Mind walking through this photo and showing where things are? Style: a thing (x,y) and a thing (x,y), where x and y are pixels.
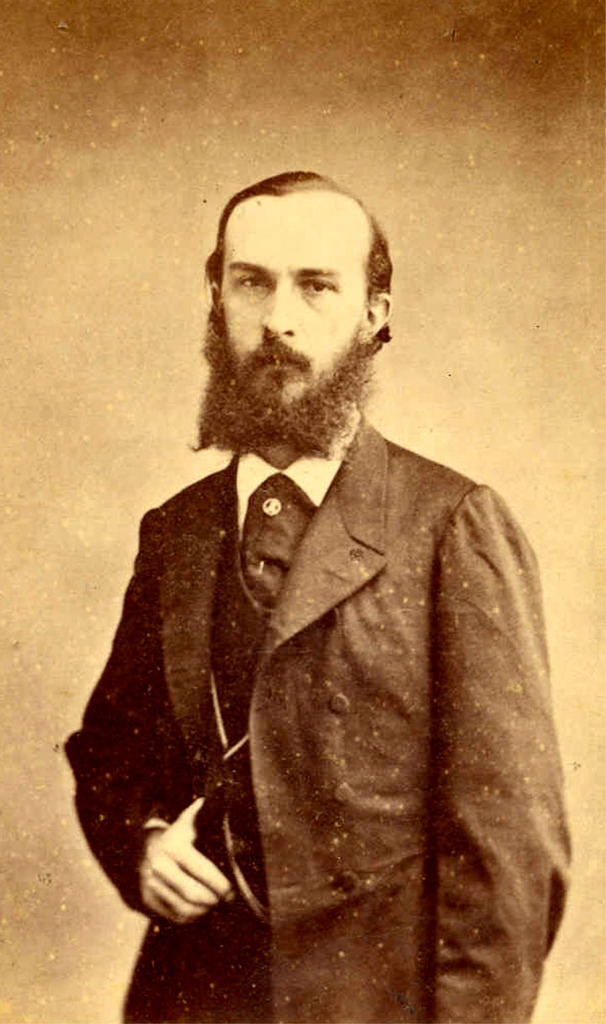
In the foreground of this image (313,630), where a man (299,720) in suit (289,910) is standing and kept his thumb (191,807) in between the shirt buttons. There is a cream and brown background (434,79).
